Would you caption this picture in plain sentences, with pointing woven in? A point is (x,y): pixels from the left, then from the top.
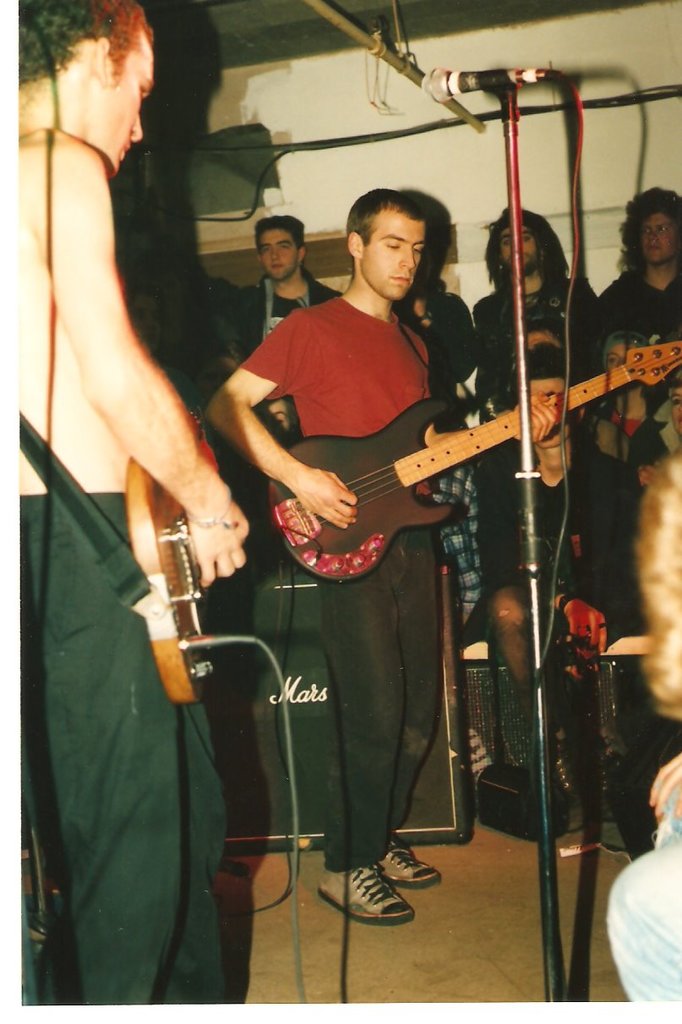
In this image we can see this two persons (340,379) are playing guitar (385,485). we can see few more people (269,228) standing in the background (411,305).
